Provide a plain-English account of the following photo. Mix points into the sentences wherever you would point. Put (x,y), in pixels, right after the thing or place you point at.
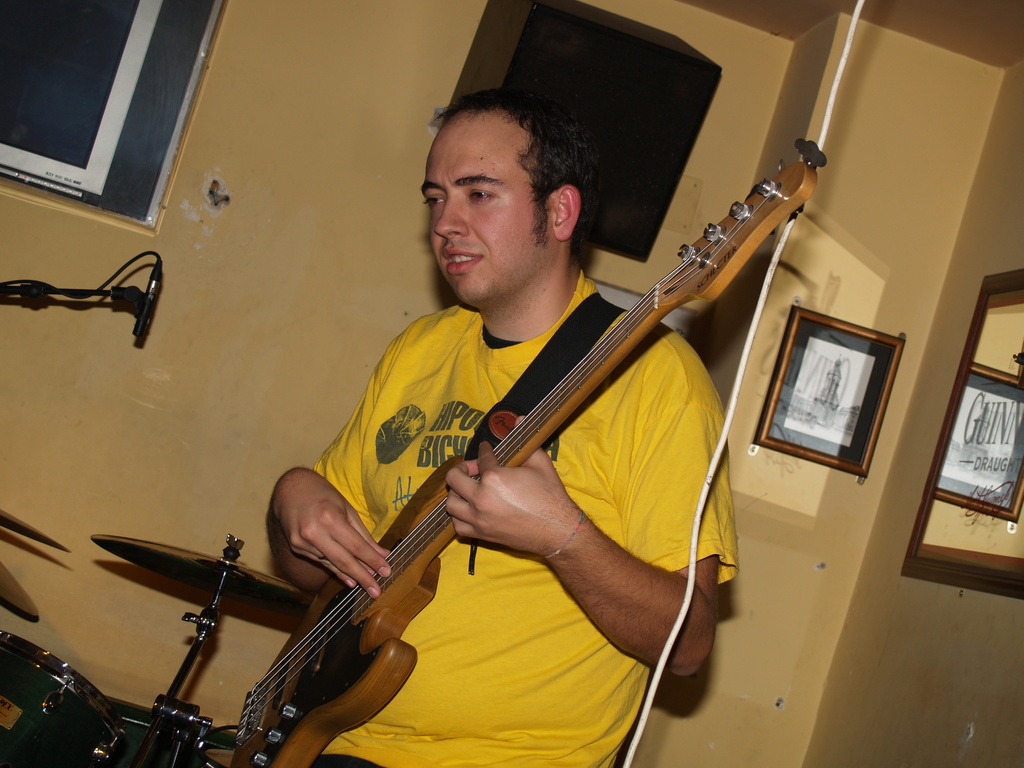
In this picture we can see man (441,403) wore yellow color T-Shirt (454,413) holding guitar (420,539) in his hand (361,566) and playing it and in front of him we can see drums (198,575), mic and in background (268,117) we can see wall (900,418), frames (812,390).
